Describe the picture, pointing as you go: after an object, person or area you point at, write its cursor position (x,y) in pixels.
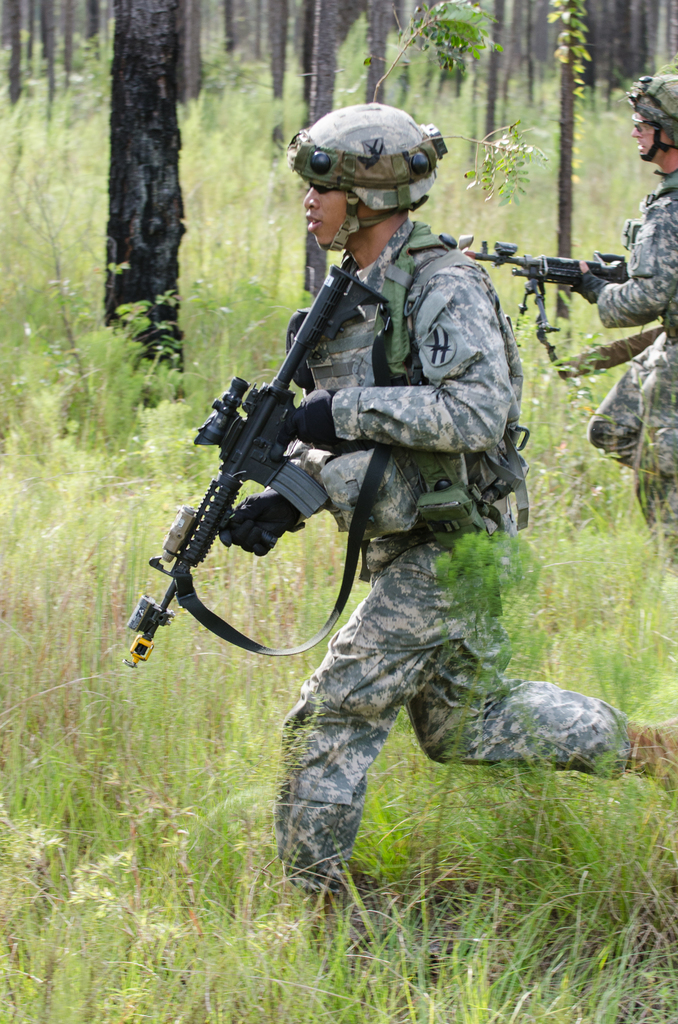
In this image we can see two men (628,270). They are wearing army uniforms (638,355) and holding guns (267,419) in their hands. We can see the grass (180,831) on the land (272,801). In the background (521,48), we can see trees (504,57).
